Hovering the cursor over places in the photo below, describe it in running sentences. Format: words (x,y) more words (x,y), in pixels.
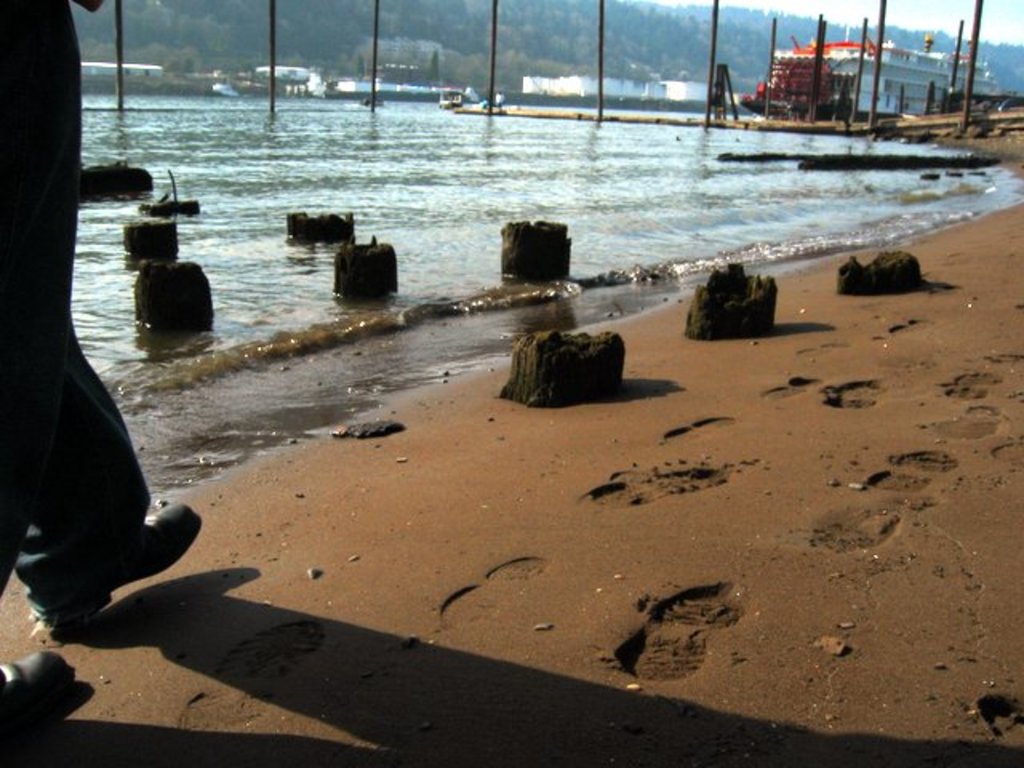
In this picture we can see sand (115,751), water (474,136), poles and objects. On the left side of the image (31,657) we can see person's legs (65,509). In the background of the image (844,103) we can see ship (827,102), boat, people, houses (660,84), trees (646,56) and sky (995,6).
